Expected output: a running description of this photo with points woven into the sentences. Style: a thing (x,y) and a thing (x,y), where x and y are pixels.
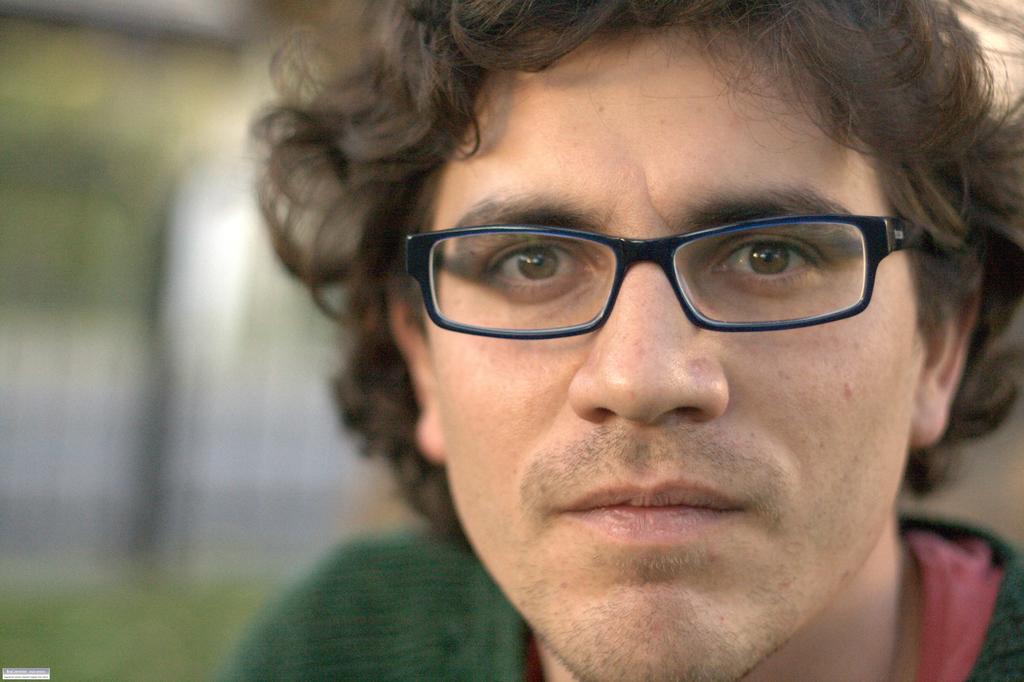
In the foreground of this picture (723,545), there is a man (723,585) in green T shirt (445,587) and spectacles (679,276) and the background (165,436) is blurred.
